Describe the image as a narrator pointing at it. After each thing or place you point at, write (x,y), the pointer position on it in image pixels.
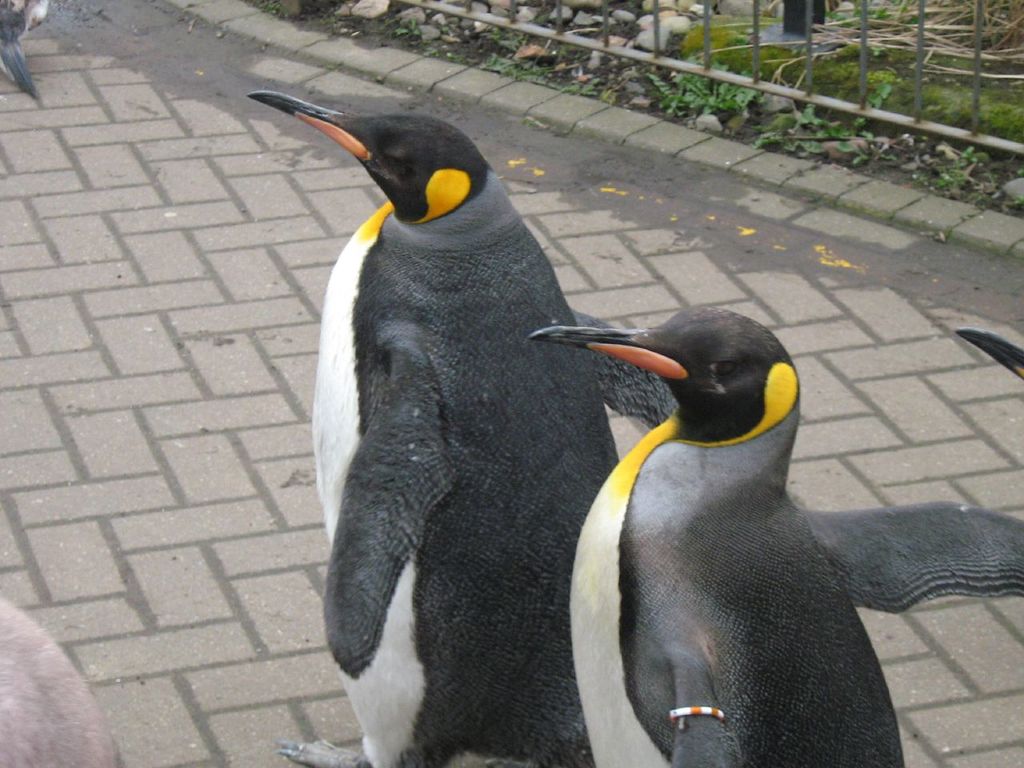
In this picture we can see there are some penguins (667,518) on the walkway (256,515). On the right side of the penguins (511,401) there are plants (1008,90), stones (581,11) and the iron grilles (920,77).
